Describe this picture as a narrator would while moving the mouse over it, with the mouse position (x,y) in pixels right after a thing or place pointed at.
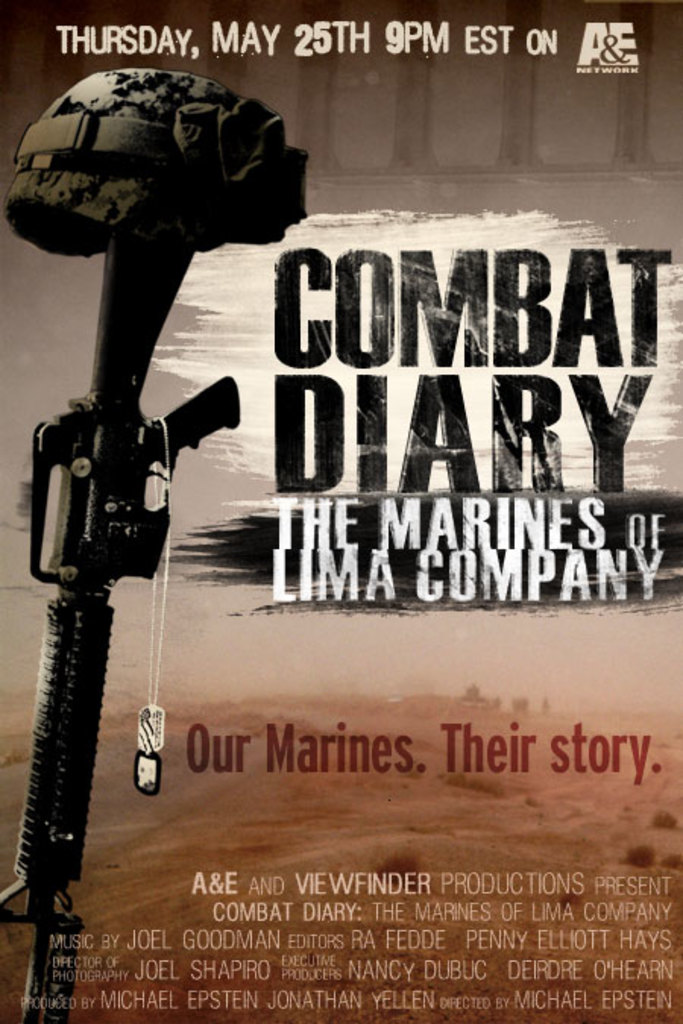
In this image we can see a poster (327,493) with the picture of a gun (131,385) and some text (300,414) on it.
